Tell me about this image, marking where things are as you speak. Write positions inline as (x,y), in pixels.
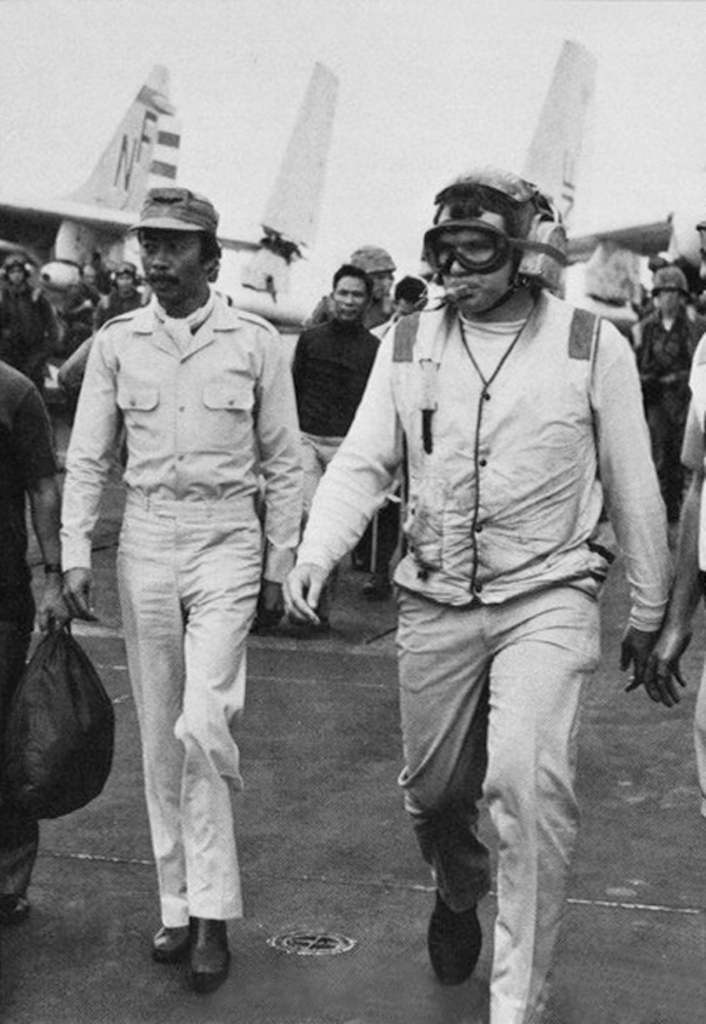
This image is a black and white image. This image is taken outdoors. At the bottom of the image (293,961) there is a road (360,926). In the background (319,426) there is an airplane (284,274) and a few people (64,367) are walking on the road (679,714). In the middle of the image (272,379) two men (186,645) are walking on the road (286,784).
